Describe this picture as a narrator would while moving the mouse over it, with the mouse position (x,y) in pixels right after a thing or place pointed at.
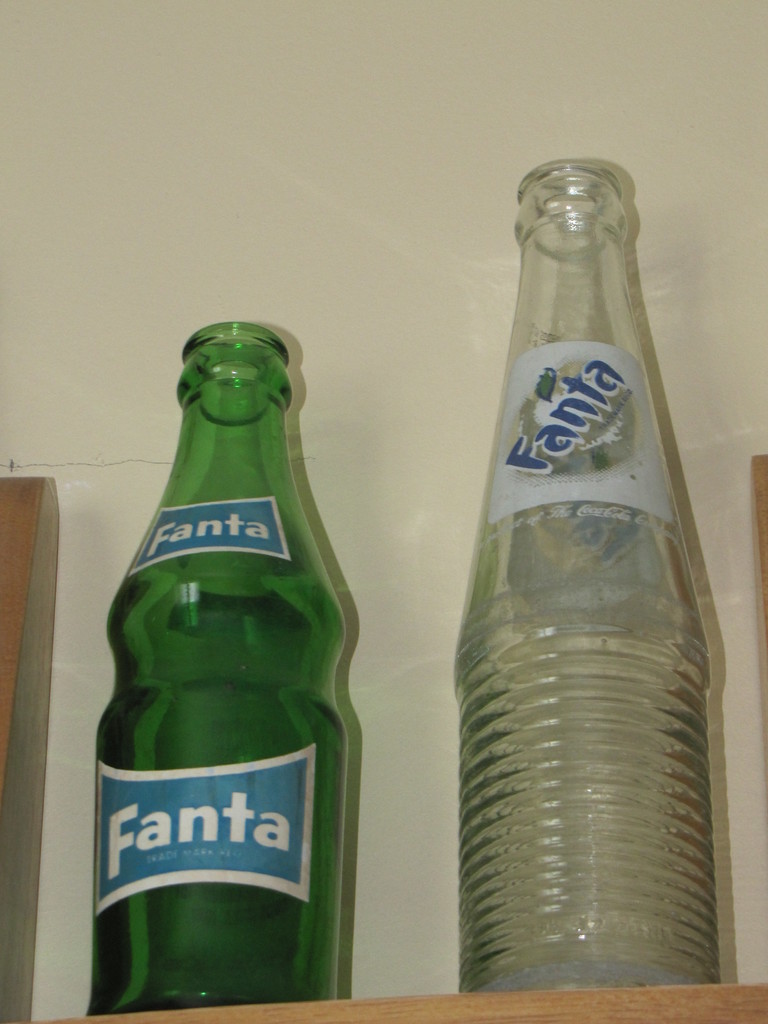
There are two fanta bottles (286,455) green and white color on a table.
